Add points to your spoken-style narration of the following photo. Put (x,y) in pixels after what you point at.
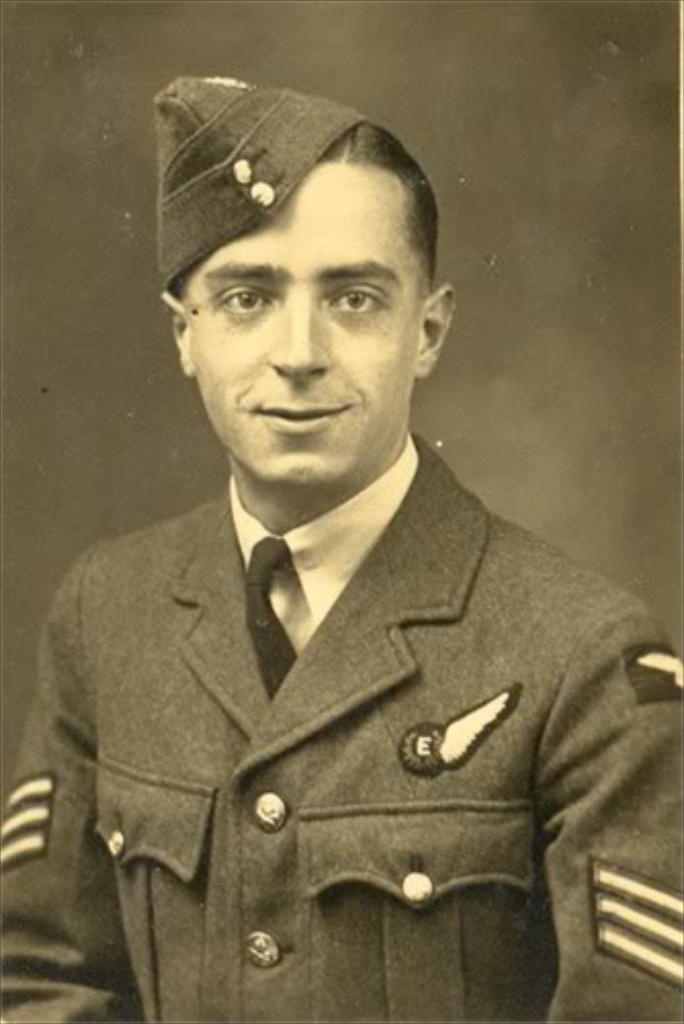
This is a photo. In this photo, we can see a person (378,789) wearing a cap (224,222) and smiling.
